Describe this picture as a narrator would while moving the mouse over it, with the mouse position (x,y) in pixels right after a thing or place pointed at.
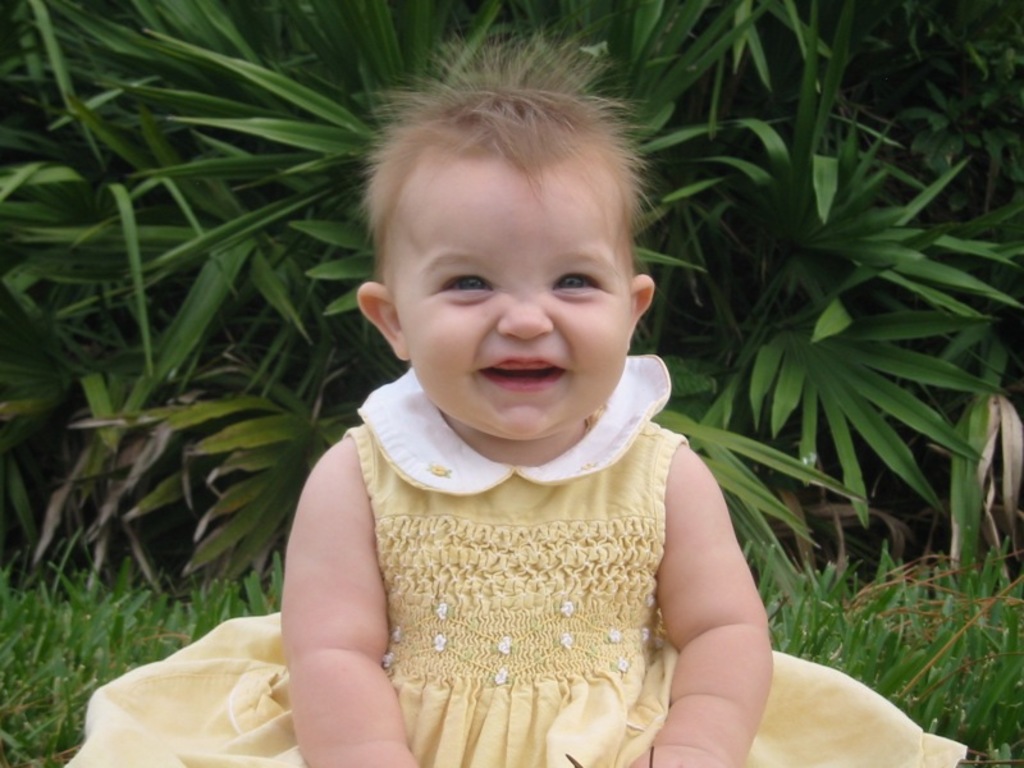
This is a small girl (620,656) sitting and smiling. I can see the grass (826,633). In the background (825,185), I think these are the plants (299,122), which are green in color.
